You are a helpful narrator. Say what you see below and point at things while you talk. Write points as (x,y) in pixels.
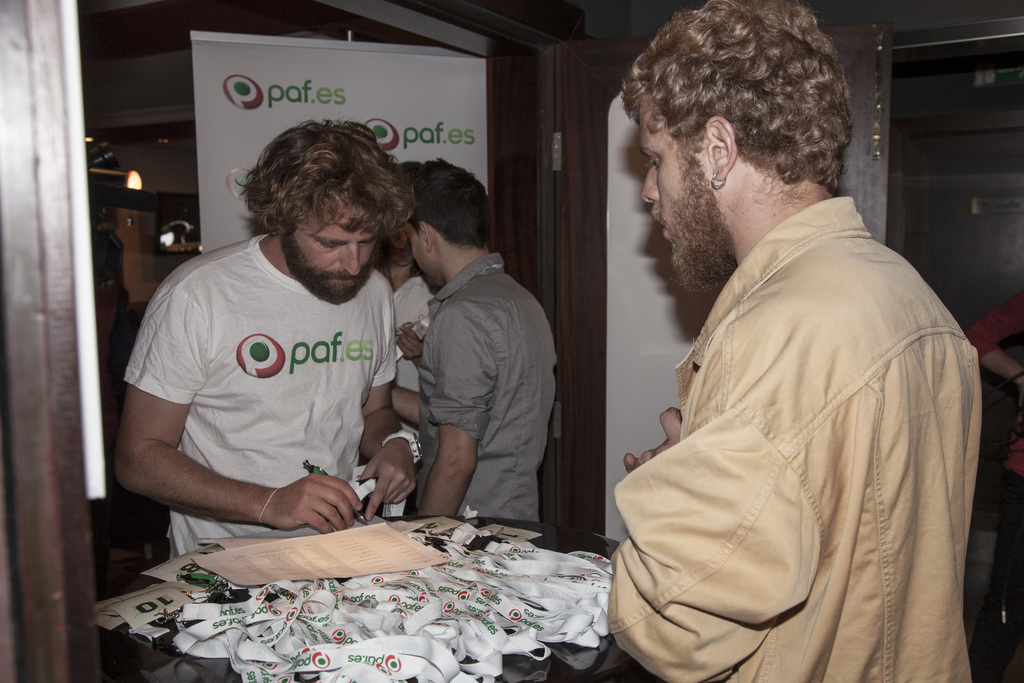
In this image there are a few people (413,458) standing, one of them is holding a pen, in between them there is a table (417,616) on which there are some ID-cards (369,614) and papers (401,533). In the background (350,97) there is an open door (589,95) and a banner (417,113) with some text (322,95).
